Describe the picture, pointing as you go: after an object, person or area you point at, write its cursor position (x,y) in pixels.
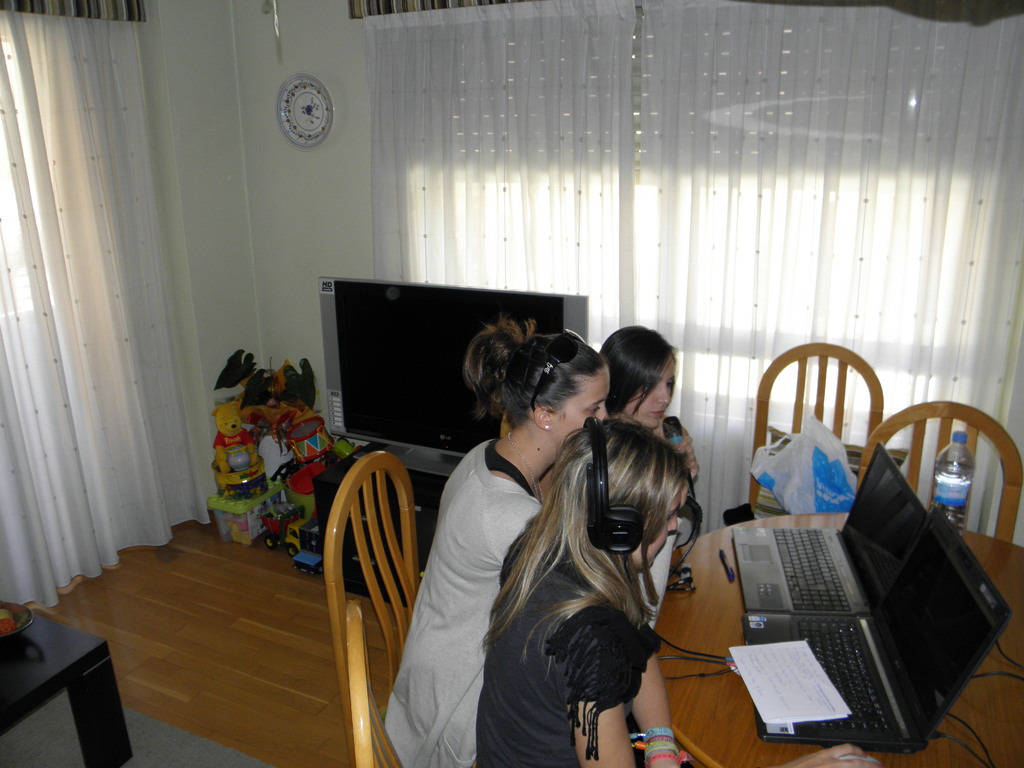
In this image I can see three people (552,590) sitting in-front of the table (714,723). On the table (779,747) there are laptops (816,654) and papers (757,678). On the table (751,700) there is a bottle (954,478) and some of the objects (801,461). In the back (354,314) there is a television (452,354) and toys (280,446) beside the television (421,294). To the wall (250,113) there is a clock (290,98) and curtains (660,135) to the window (702,214).
